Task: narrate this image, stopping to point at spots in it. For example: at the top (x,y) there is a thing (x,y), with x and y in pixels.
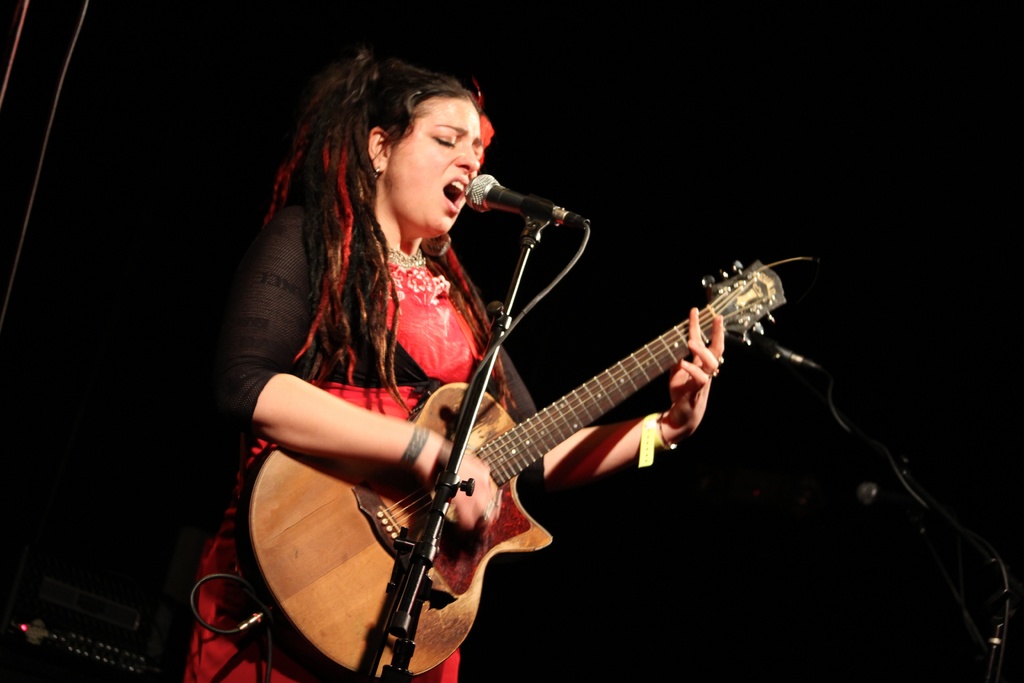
Here we can see a woman (408,138) playing a guitar (501,457) and singing a song with microphone (482,207) in front of her
